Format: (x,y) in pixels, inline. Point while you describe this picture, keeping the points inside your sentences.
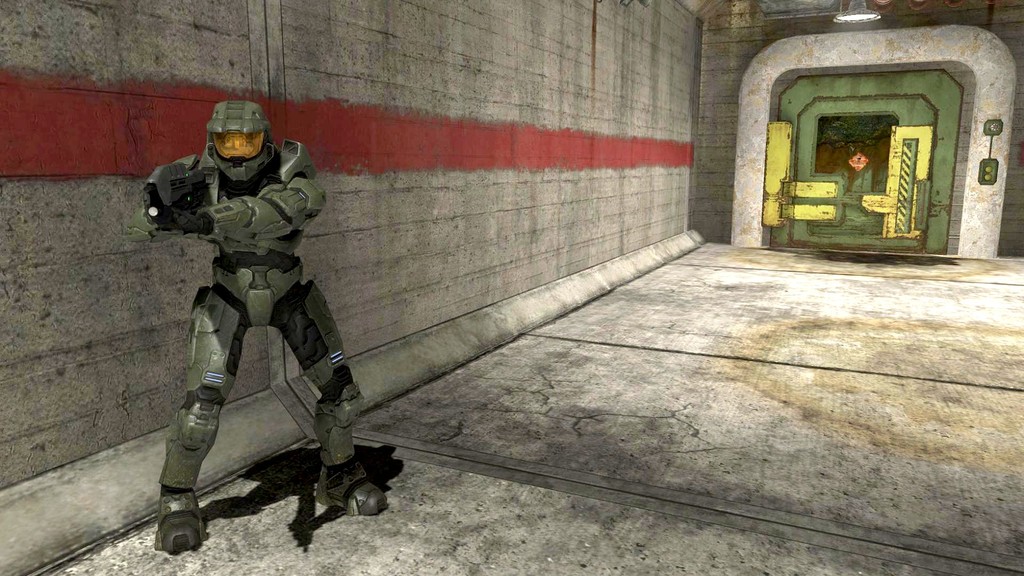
In the image we can see a person (230,262) wearing soldier costume (235,245), helmet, gloves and shoes (182,528), and holding a gun (179,192) in hands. Here we can see floor (668,525), wall (444,149), light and the door (825,164).
